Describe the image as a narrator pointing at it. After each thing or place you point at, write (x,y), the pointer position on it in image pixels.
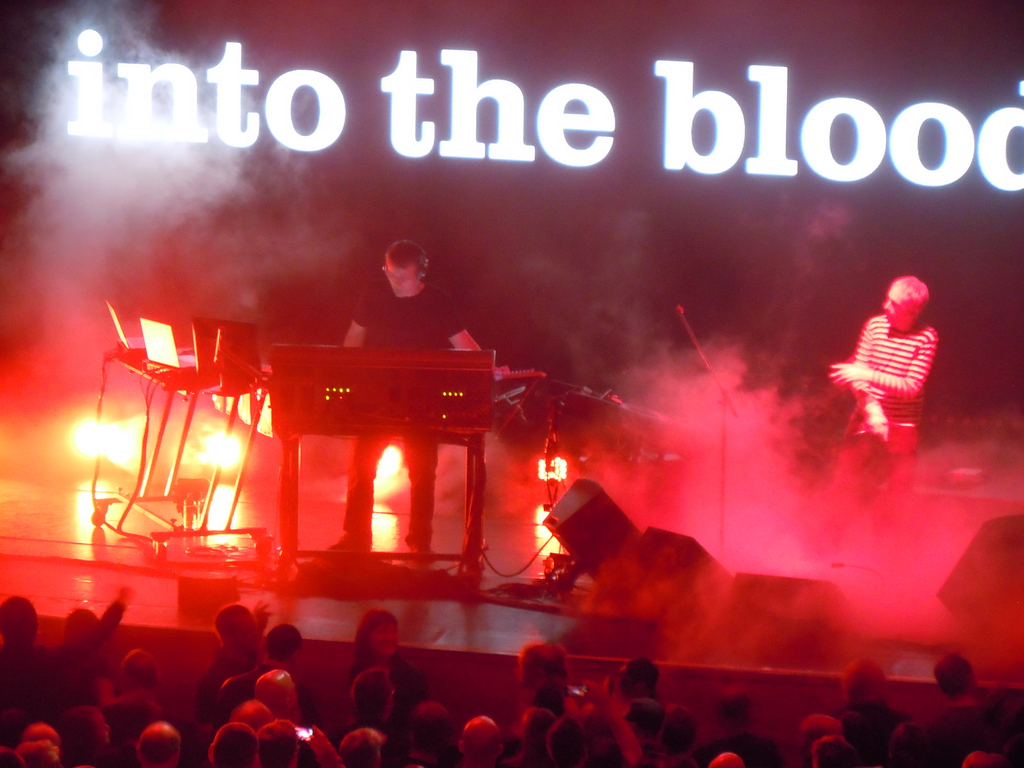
In the picture I can see group of persons (361,725) standing on ground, in the background of the picture (397,331) I can see two persons (410,332) standing on stage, one playing musical instruments (306,378), there are laptops (171,363), some other objects (206,360) on table (182,391), there are some words (513,154) displaying.
